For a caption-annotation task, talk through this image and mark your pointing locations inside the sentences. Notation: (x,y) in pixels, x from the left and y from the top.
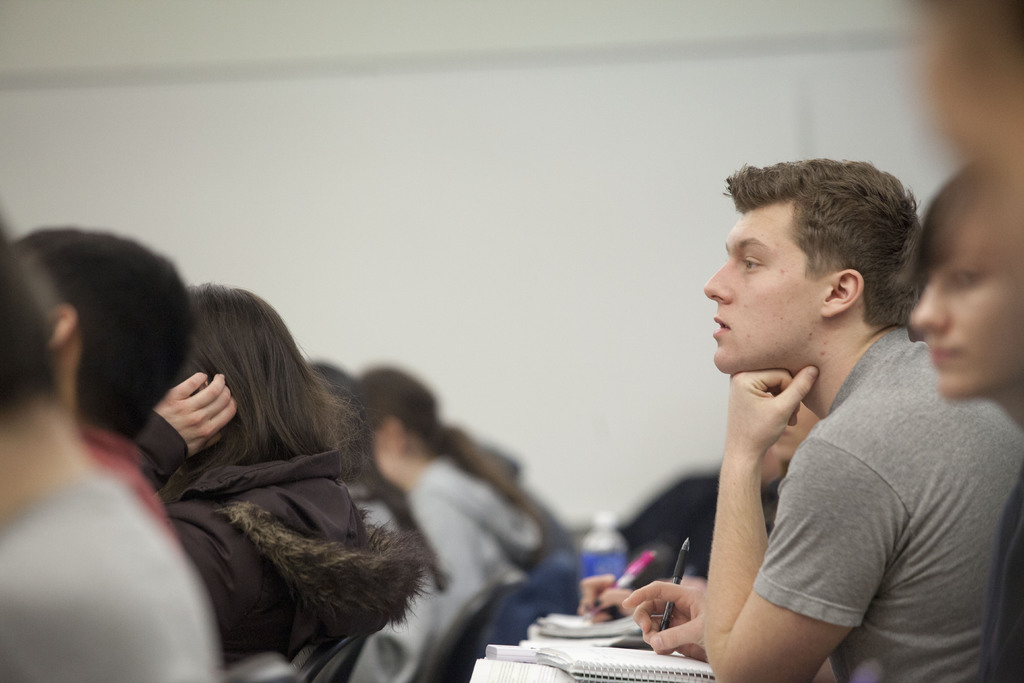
In this image I can see many people (563,533) are sitting on the chairs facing towards left side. They are holding pens (620,579) in the hands (646,594) and writing on the books (611,661). In the background (549,186) there is a wall (519,165).
